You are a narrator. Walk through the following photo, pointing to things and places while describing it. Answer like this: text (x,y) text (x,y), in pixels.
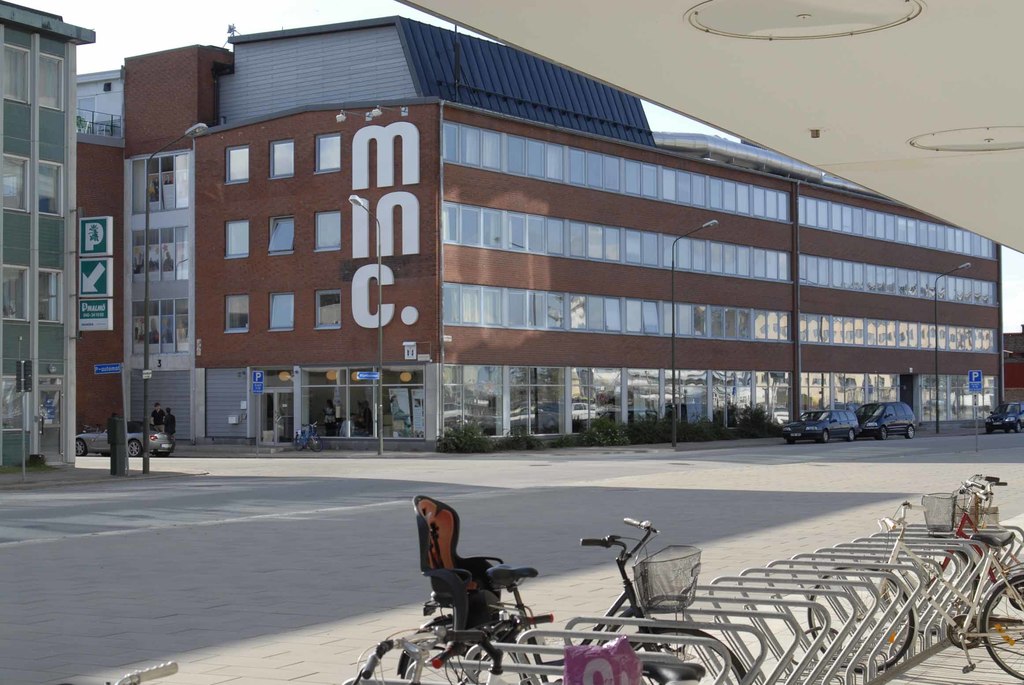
In this image we can see buildings (286,252), street lights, street poles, sign boards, motor vehicles (162,435) on the road (258,476), persons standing on the road (334,500) and bicycles (698,632) in the bicycle stand (725,624).
